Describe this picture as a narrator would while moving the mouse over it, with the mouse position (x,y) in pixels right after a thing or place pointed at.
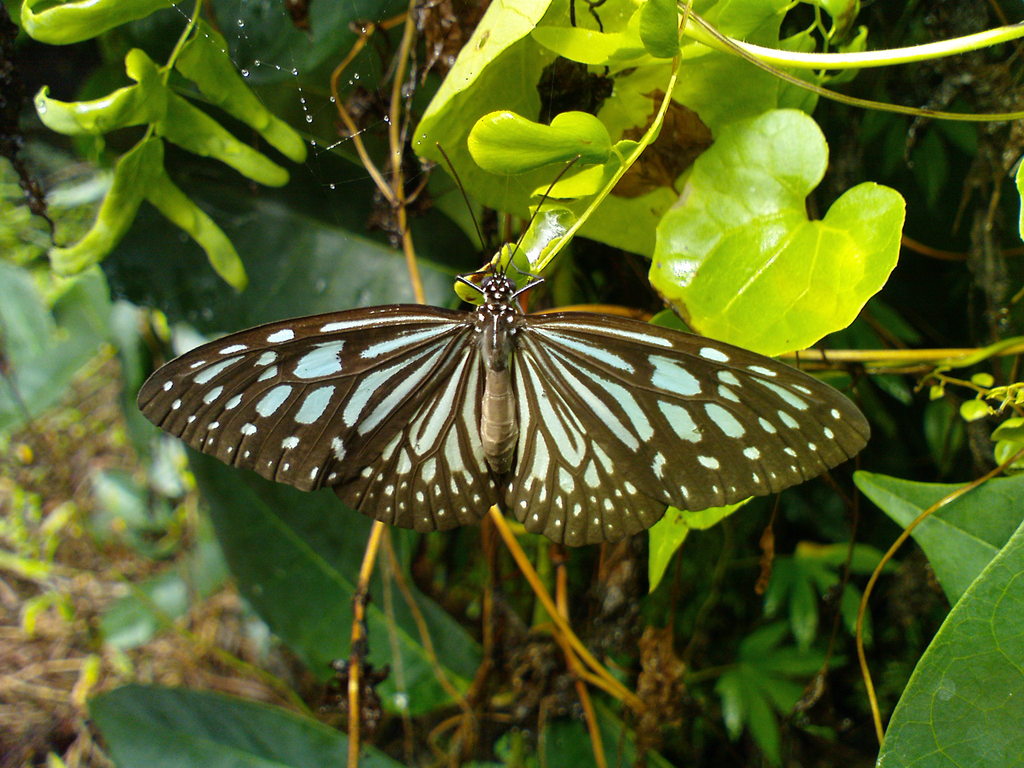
In this picture, we see a butterfly (479,454). In the background (415,121), we see the trees (41,369). On the left side (85,617), we see the twigs (85,617). This picture is blurred at the bottom (404,587).
